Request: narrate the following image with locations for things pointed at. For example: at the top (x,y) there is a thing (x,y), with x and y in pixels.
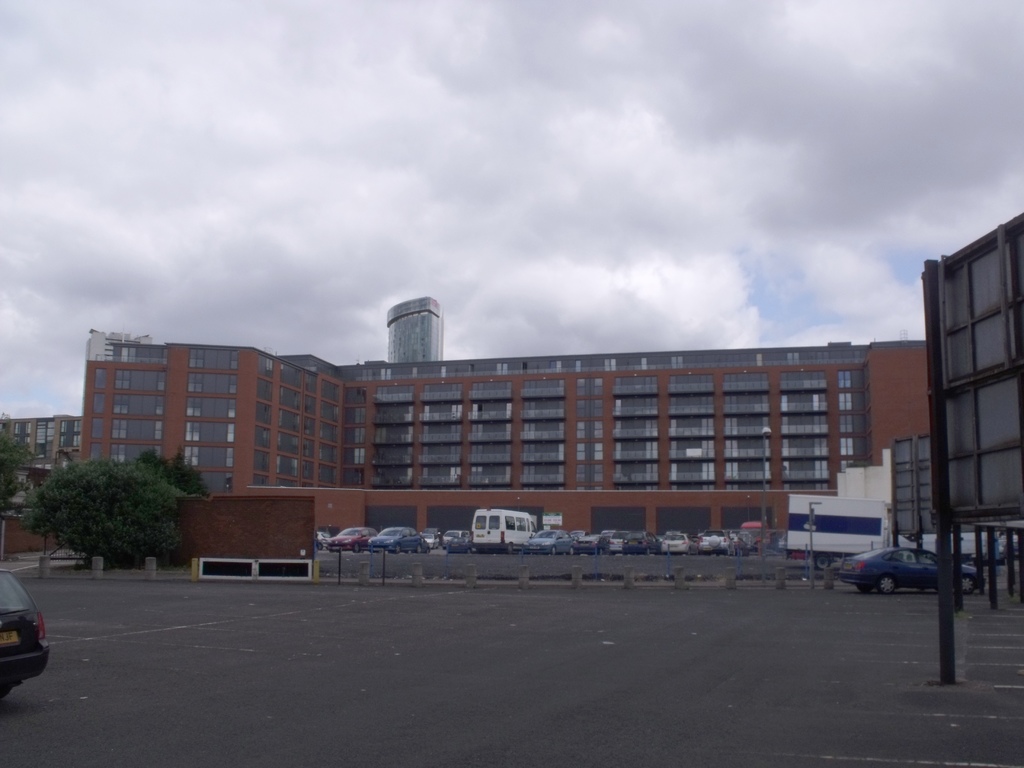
In the foreground of the picture (882,676) there is a hoarding (961,485) and car (20,612) on the road (450,671). In the center of the picture (551,383) there are trees (76,498), cars (725,536), vehicles (787,539), fencing (562,559) and building (487,436). Sky (988,197) is cloudy.
